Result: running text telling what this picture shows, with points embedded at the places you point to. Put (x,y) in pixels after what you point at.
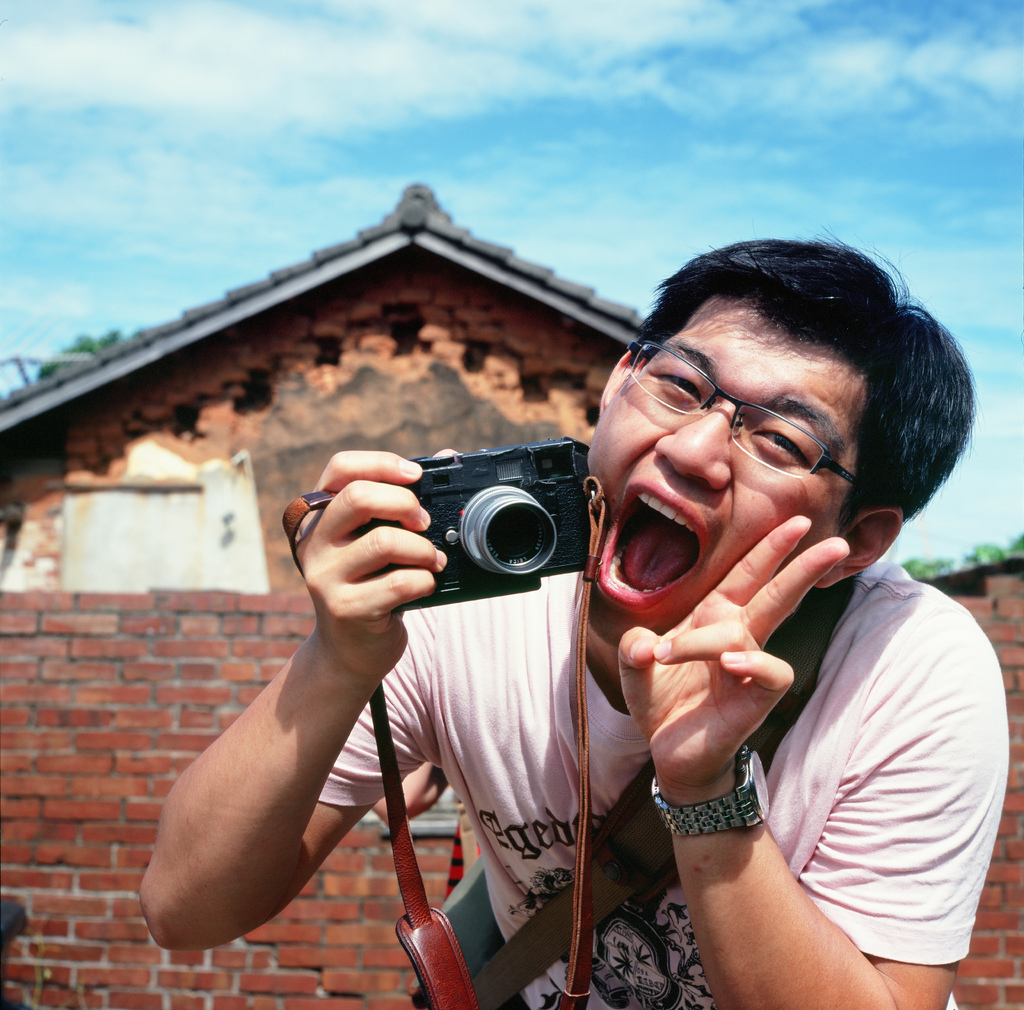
On the right (841,259), there is a person (944,856) standing and holding a camera (535,483) in his hand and opening his mouth (618,571). In the back (528,300) a house (361,269) is visible of brick (177,617). On the top (254,59) a sky (513,116) visible of blue in color. This image is taken during day time.
